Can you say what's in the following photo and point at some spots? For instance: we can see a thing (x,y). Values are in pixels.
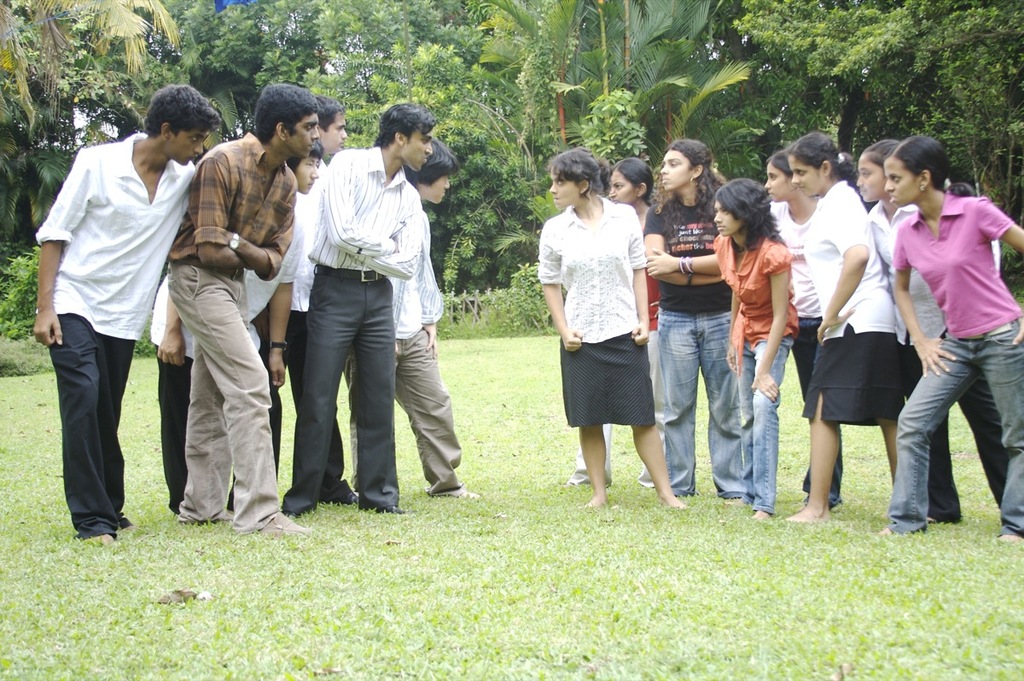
On the ground (351,622), I can see the grass (504,624). On the right side (822,236) a group of girls (748,257) standing and looking at the boys (311,228) who are standing on the left side (181,474). The boys (392,388) also looking at the girls (678,218). In the background (797,111) there are plants (491,216) and trees (568,63).
